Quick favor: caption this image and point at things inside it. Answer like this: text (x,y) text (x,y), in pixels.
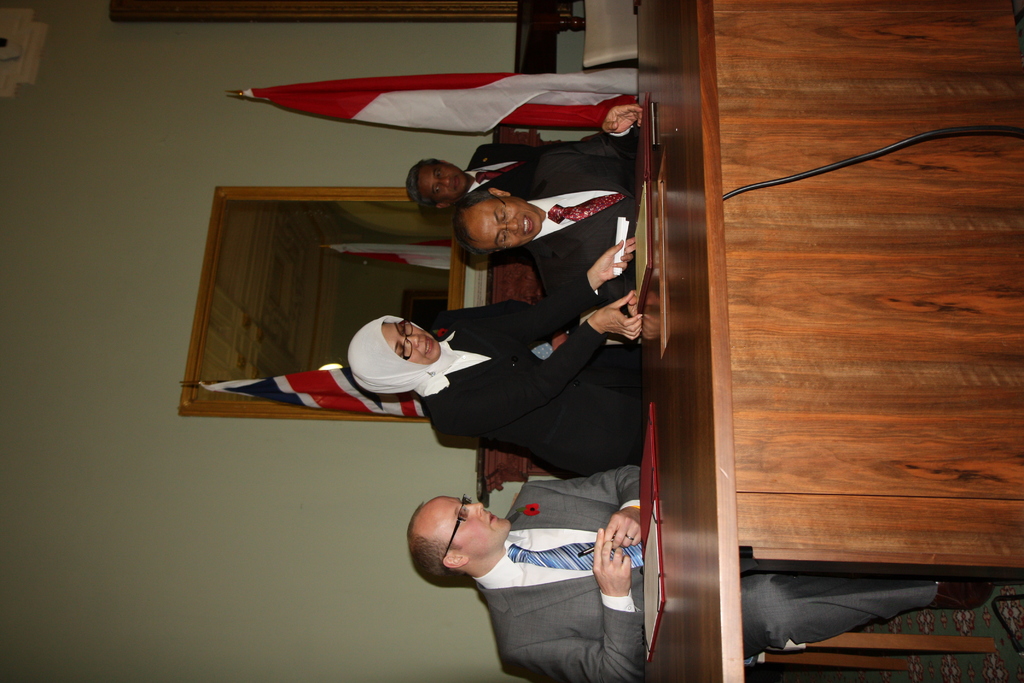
This picture is taken inside the room (960,611). In this image, in the middle (547,347), we can see a woman (603,386) standing in front of the table (679,333), on that table (656,154), we can see some books (649,279). In the middle (584,268), we can see two men (591,249) are sitting on the chair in front of the table (750,537), on that table (738,538), we can see a file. In the middle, we can also see a man (440,170) standing beside the flag (484,115). On the right side (884,337), we can see a table (961,66), on that table (804,151), we can see some electrical wires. On the left side (141,350), we can see a wall (258,506) and a mirror (384,235), in the mirror (389,275), we can see two flags (372,399).
